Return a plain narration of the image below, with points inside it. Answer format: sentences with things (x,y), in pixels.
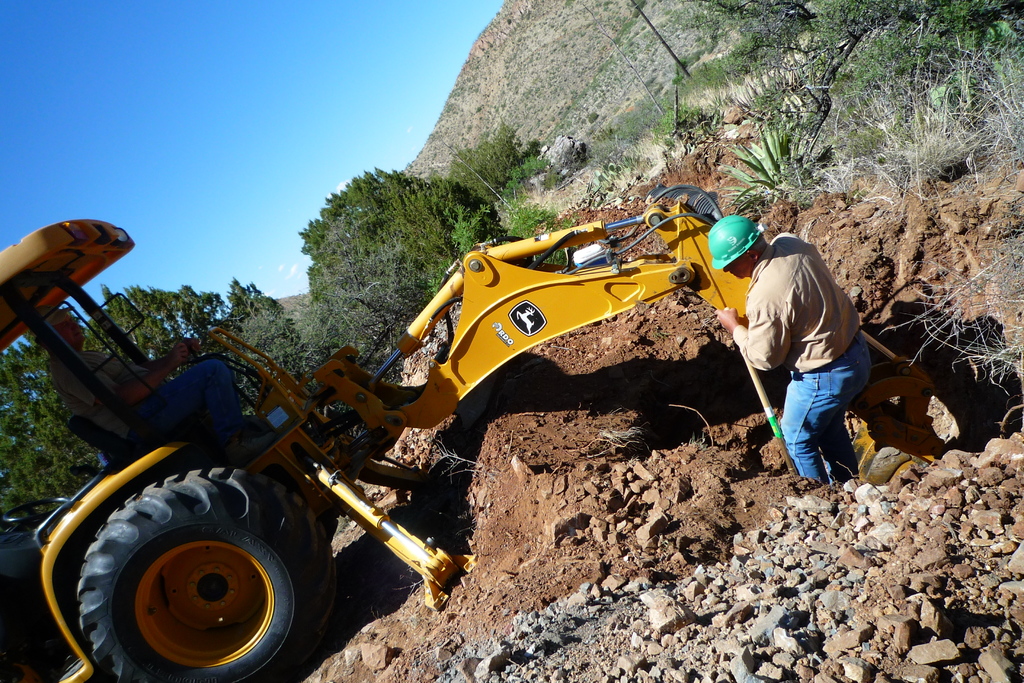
In this image we can see a person (165,378) sitting in the vehicle (208,564), another person (806,386) is holding a stick (786,456), there are rocks (667,458), mud (577,341), plants (506,150), trees (730,56), also we can see the mountain (520,90), and the sky (274,88).
